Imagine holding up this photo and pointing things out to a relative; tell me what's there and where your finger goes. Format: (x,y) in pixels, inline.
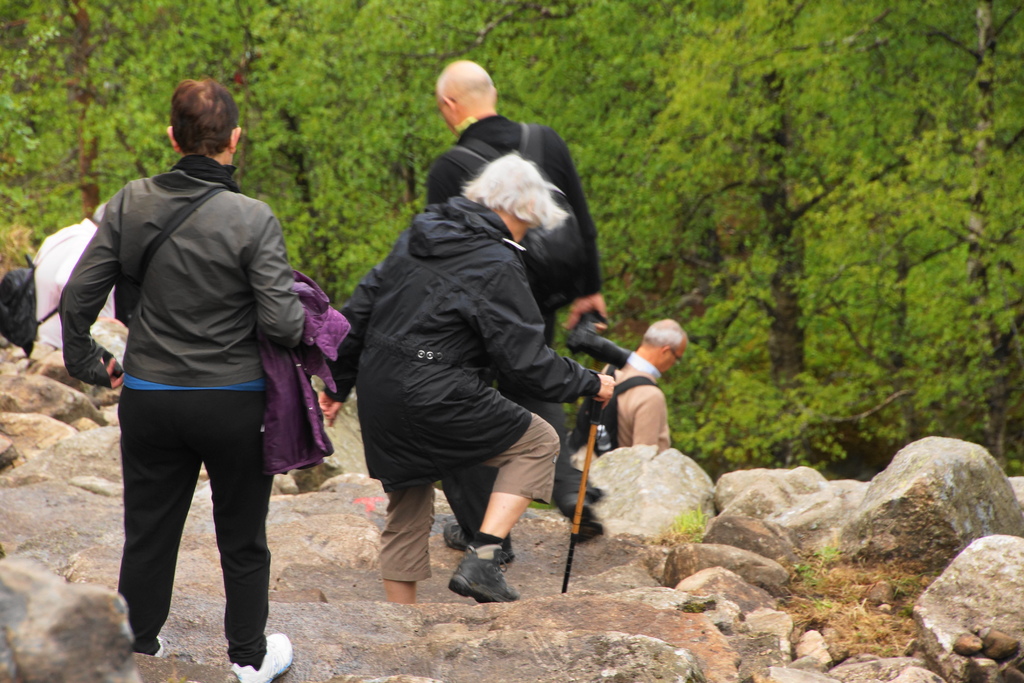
In the center of the image (663,406) there are many people (142,568) walking. In the background of the image (265,75) there are trees (119,53). In the bottom of the image (720,482) there are stones (601,504).
